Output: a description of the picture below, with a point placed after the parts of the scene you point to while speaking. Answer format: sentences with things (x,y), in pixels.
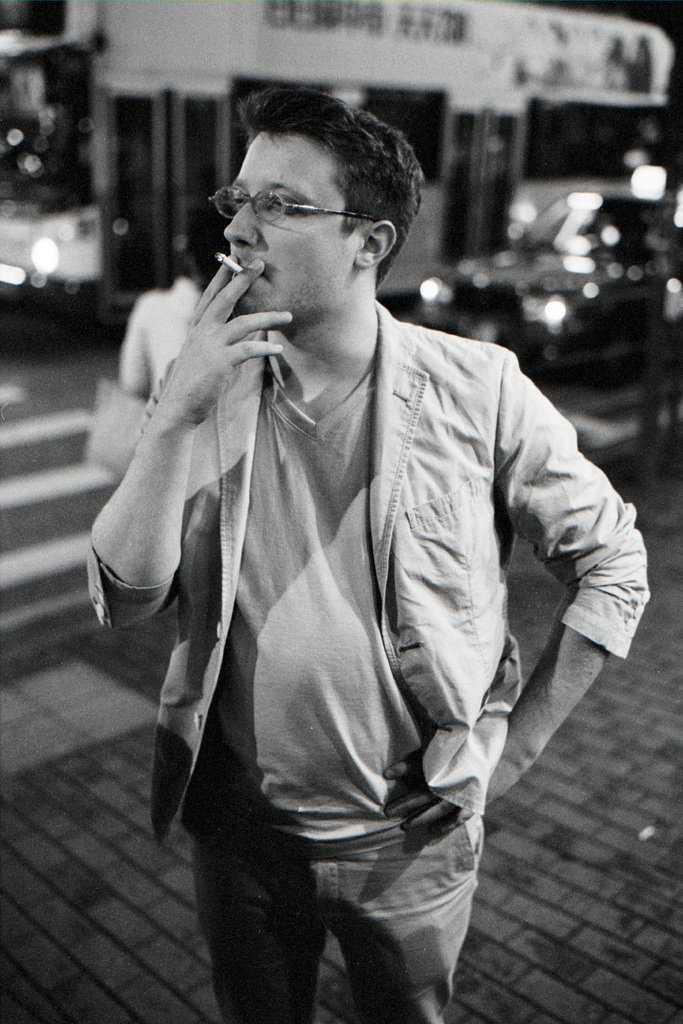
In this image we can see one person (313,504) standing and smoking. There is one crosswalk (25,438), the background (186,251) is blurred, some objects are on the surface (63,407), one car (475,292) parked in front of the bus (410,48), some text (277,11) and image (565,67) at the top of the bus (294,48). There is one person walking and holding a bag (121,431).
